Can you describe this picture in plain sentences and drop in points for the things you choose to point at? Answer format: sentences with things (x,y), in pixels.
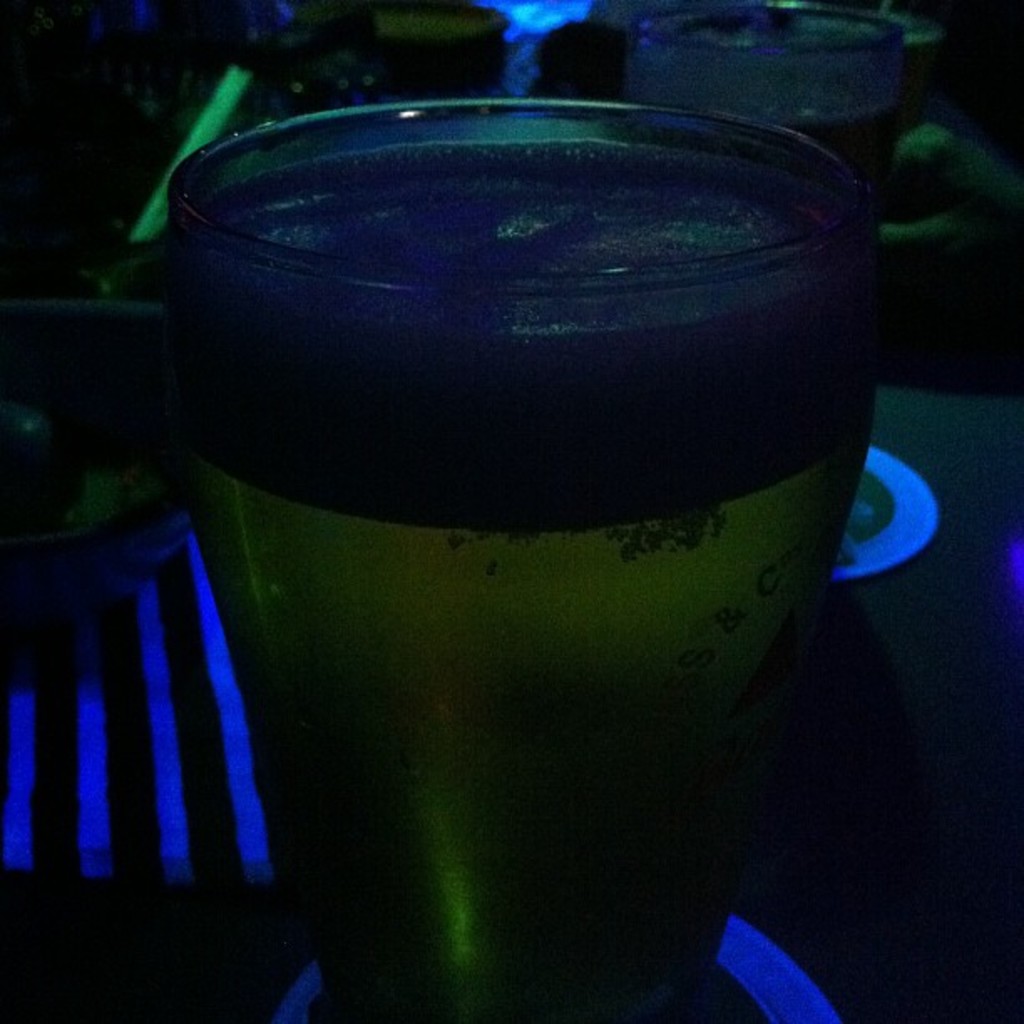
In this picture we can see glasses (584,440) with drinks (720,237) in it, bowl (105,330) and these are placed on a platform (988,546) and in the background (481,93) it is dark.
